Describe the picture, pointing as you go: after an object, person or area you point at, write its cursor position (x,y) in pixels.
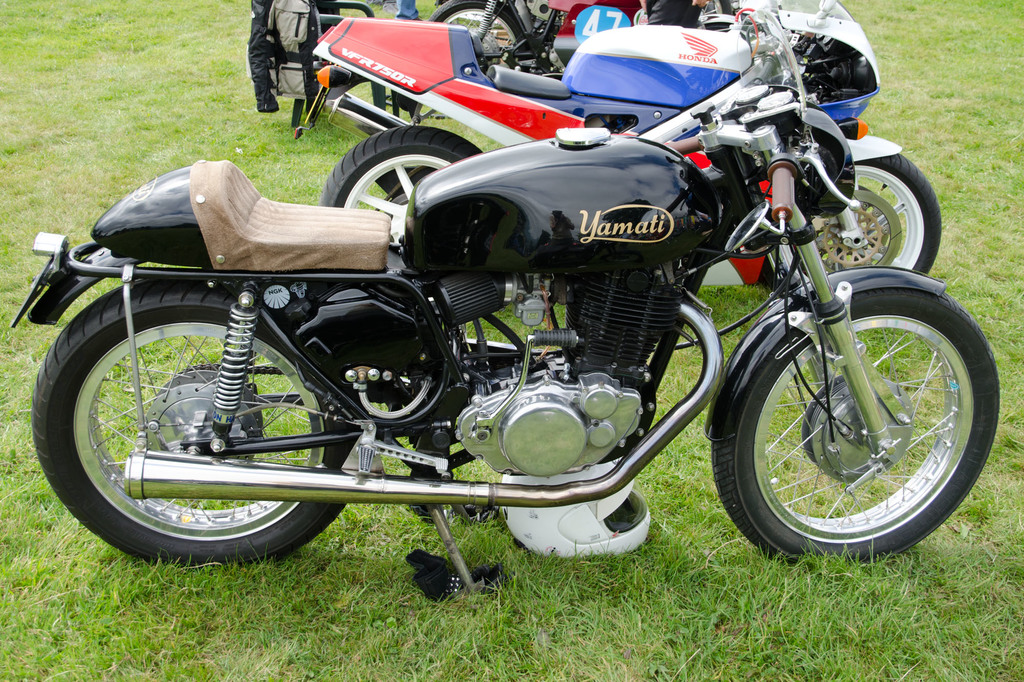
In this image there are three motorbikes (549,112) parked on the grass (634,582). In the background (681,11) there is some person (666,12) and also a chair (344,2) and jacket (287,58).
